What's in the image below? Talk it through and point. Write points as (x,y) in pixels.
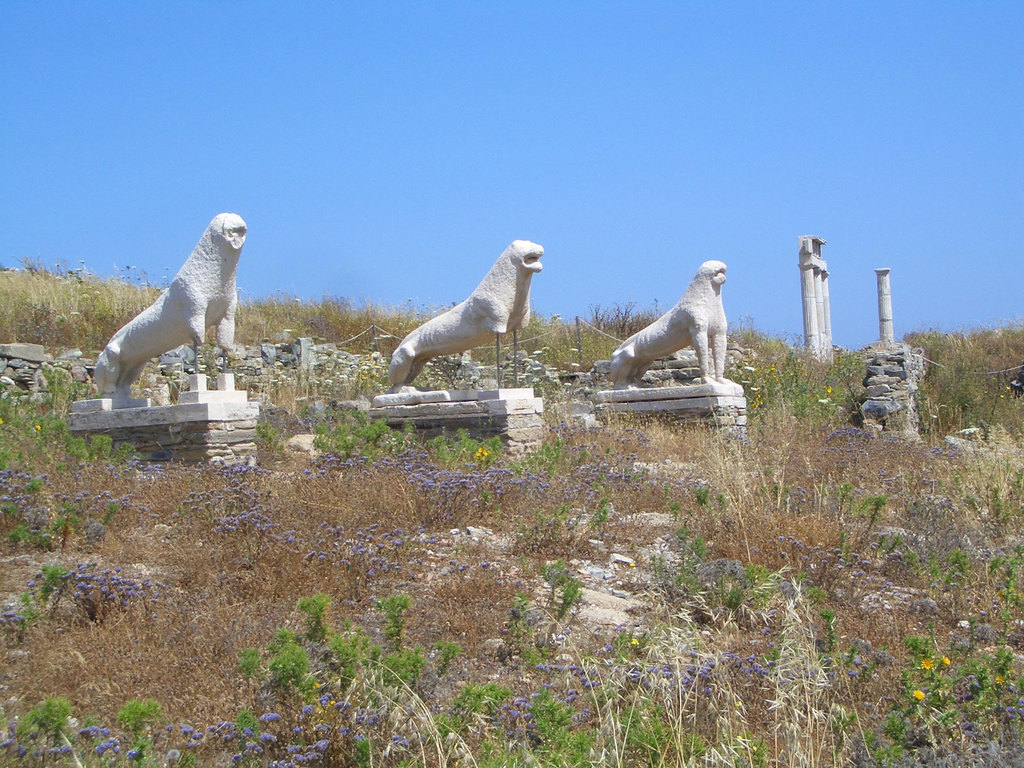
In this image, we can see statues (696,328), poles (826,345) and rocks (877,367) and at the bottom (403,617), there is a ground (473,599).
